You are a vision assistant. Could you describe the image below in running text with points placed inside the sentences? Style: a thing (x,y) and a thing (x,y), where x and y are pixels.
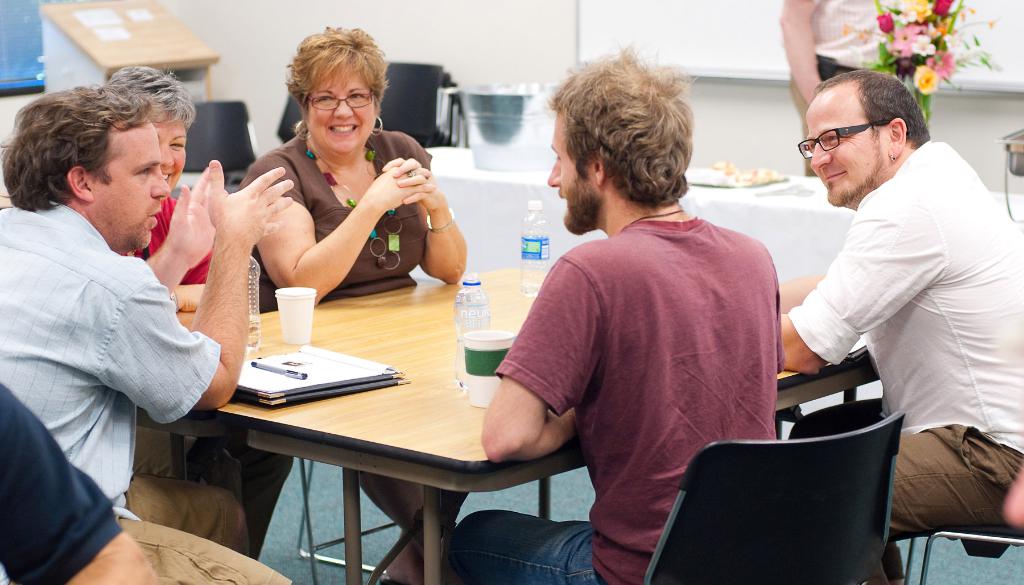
In this picture we can see a group of people (655,141) sitting on chairs (696,581) and in front of them on table (435,307) we have bottles (476,276), glasses (485,349), books (343,367), pens (286,371) and they are smiling where one is talking and in background (220,126) we can see wall (433,47), chairs (208,105), podium (208,63), screen (578,53), flowers (881,23), some persons (827,57) standing.
